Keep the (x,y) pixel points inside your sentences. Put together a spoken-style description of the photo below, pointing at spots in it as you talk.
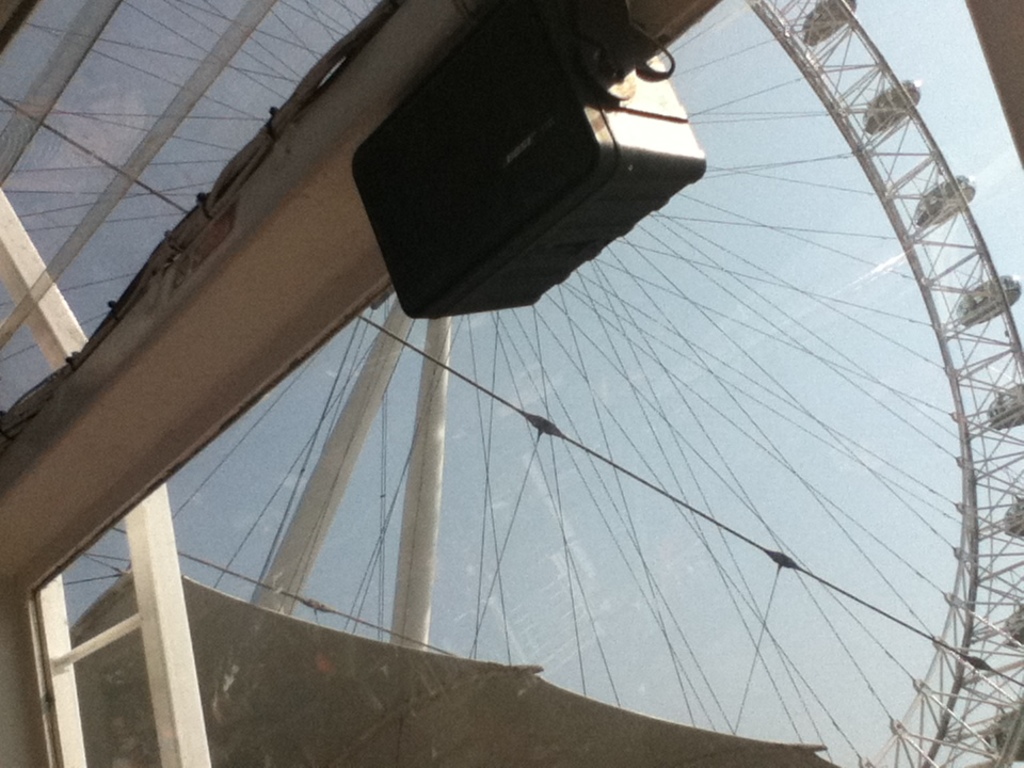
In this image I can see a metal rod (163,369) which is white in color to there is a black colored object (460,211) attached. In the background (350,494) I can see a giant wheel (423,413) which is white in color, few wires (384,442), a tent (331,665) and the sky (761,358).
